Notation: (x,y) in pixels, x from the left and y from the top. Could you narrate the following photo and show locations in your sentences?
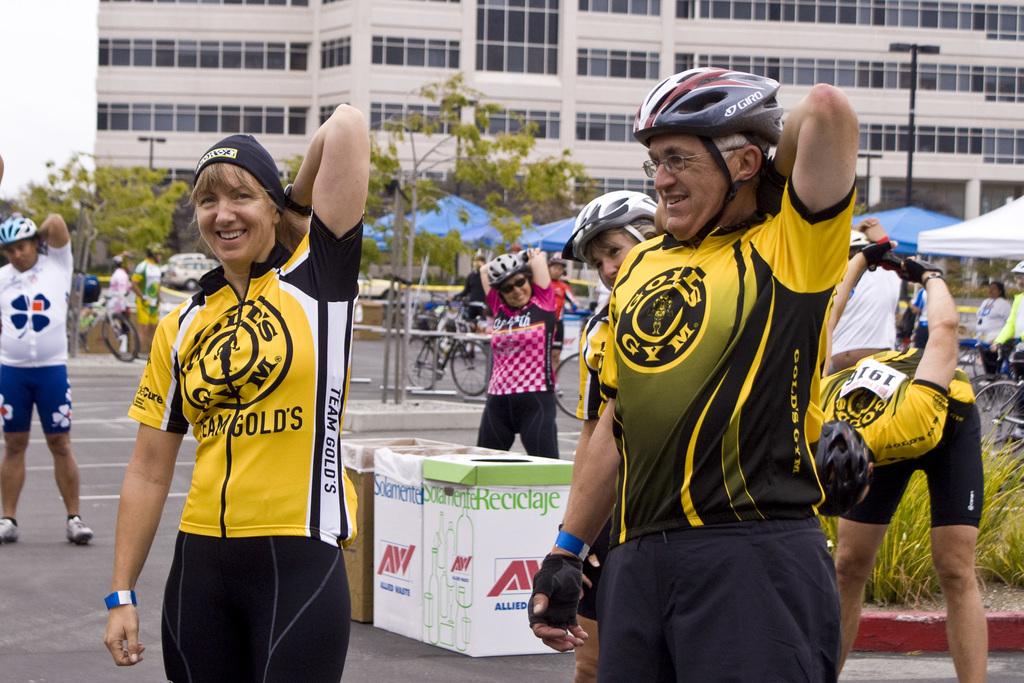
These people (564,268) are standing and this person (243,261) wore cap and we can see card board boxes (392,522) on the road (455,658). Background (1002,242) we can see trees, tents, bicycles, buildings (950,44) and sky (54,112).
